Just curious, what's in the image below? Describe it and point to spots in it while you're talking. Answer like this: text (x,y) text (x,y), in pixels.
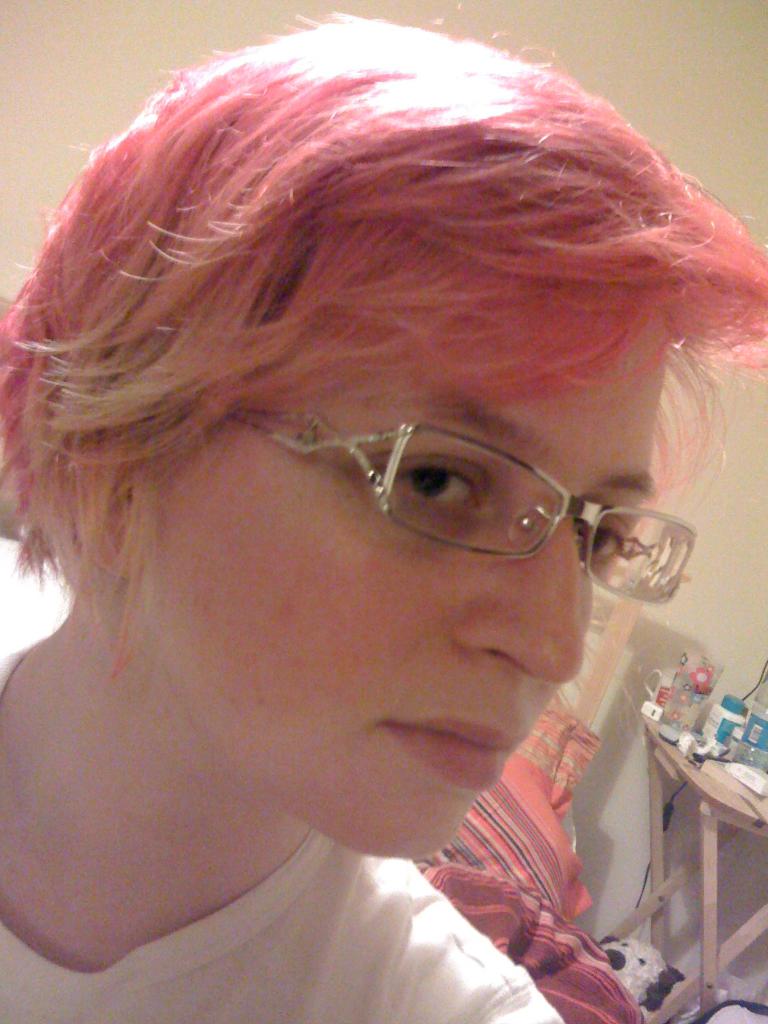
There is a person (539,561) with the red color hair (699,298) wearing a spectacles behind that there is a table (657,858) with some things (659,733) in it.
